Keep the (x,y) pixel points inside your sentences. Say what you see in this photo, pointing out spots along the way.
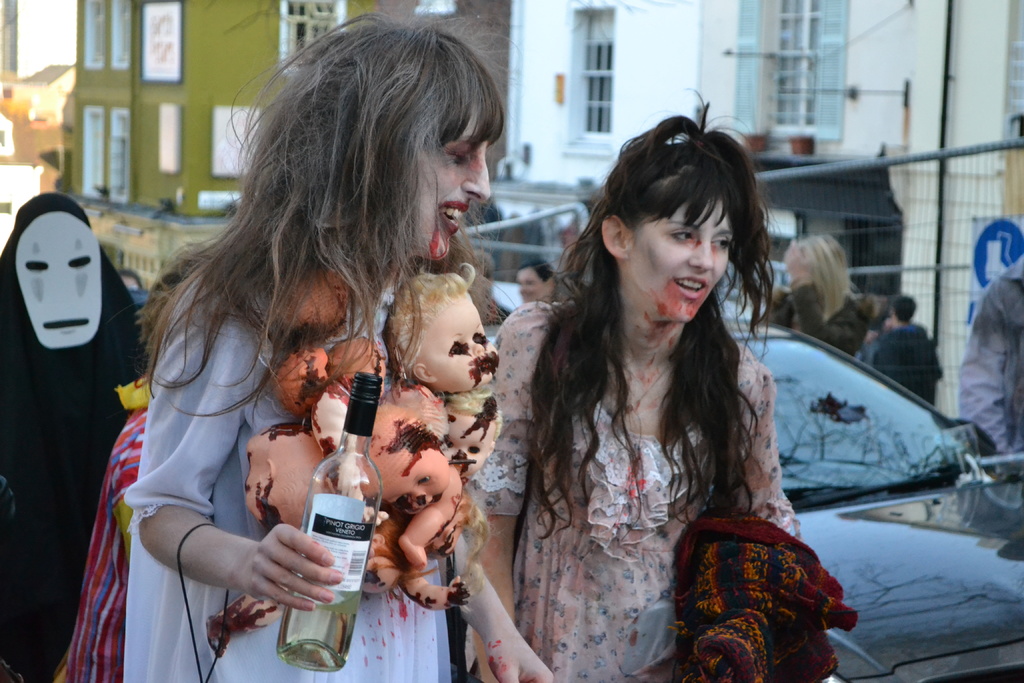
In this image we can see a few people (54,491), one of them is wearing a mask (72,342), there is a lady (285,589) holding a bottle (332,512), she has toys (292,510) around her neck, another lady (685,473) is holding a cloth (756,591), there are buildings (871,24), windows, also we can see the car (1000,577), fencing (938,205), and a board (1008,229).
